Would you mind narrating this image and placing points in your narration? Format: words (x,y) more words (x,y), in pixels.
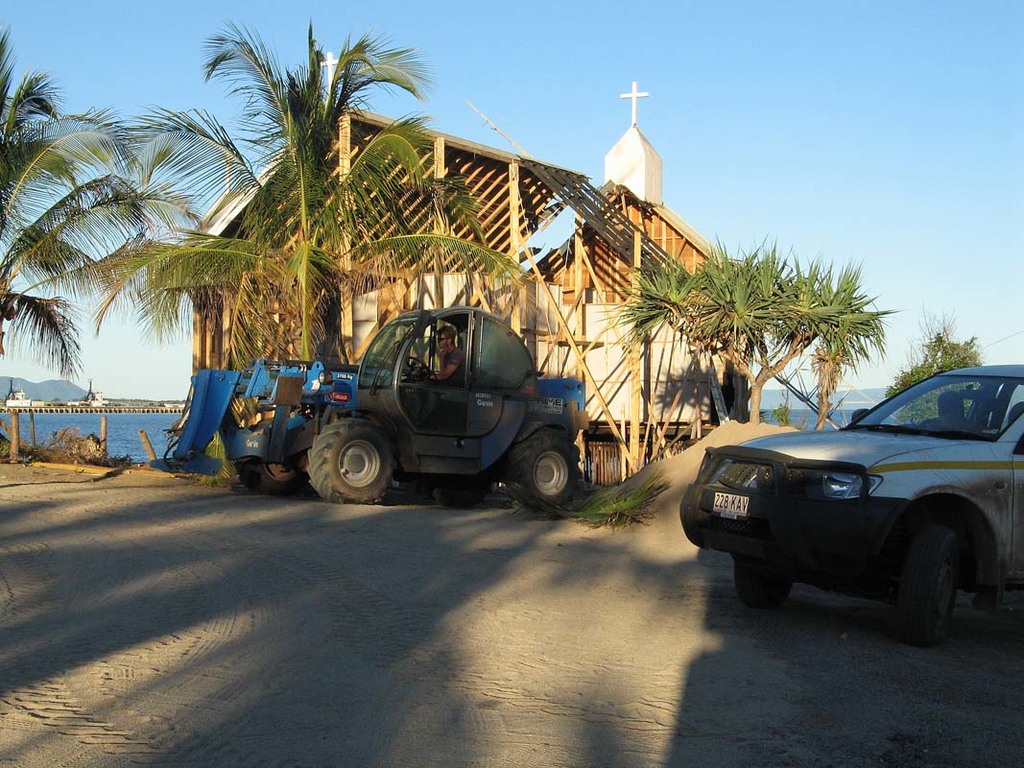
In the foreground of the picture (859,437) there are sand (386,616) and vehicles (339,404). In the center of the picture (546,326) there are palm trees (737,363), church (607,239), trees (941,365) and other objects (80,439). In the background (115,429) there are hills (63,390) and a water body (124,419).
